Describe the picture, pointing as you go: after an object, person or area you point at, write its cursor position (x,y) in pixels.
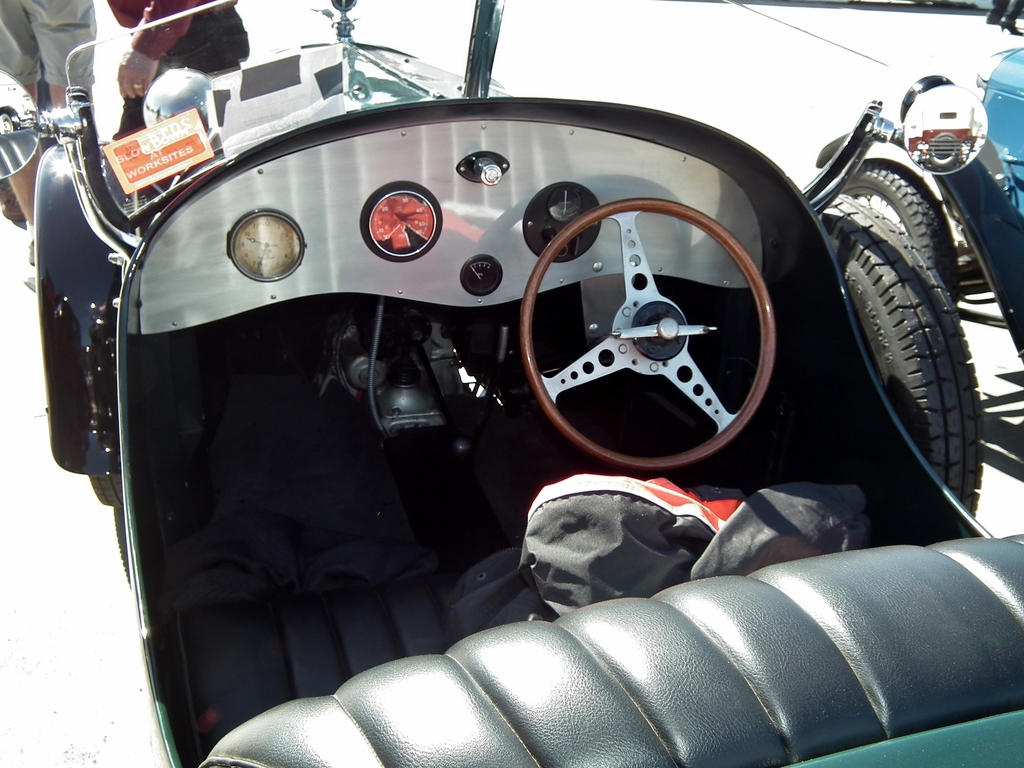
In this image I can see the inner part of the vehicle (707,609) and I can also see the steering (626,338). Background (10,24) I can see two persons (61,52) standing.
